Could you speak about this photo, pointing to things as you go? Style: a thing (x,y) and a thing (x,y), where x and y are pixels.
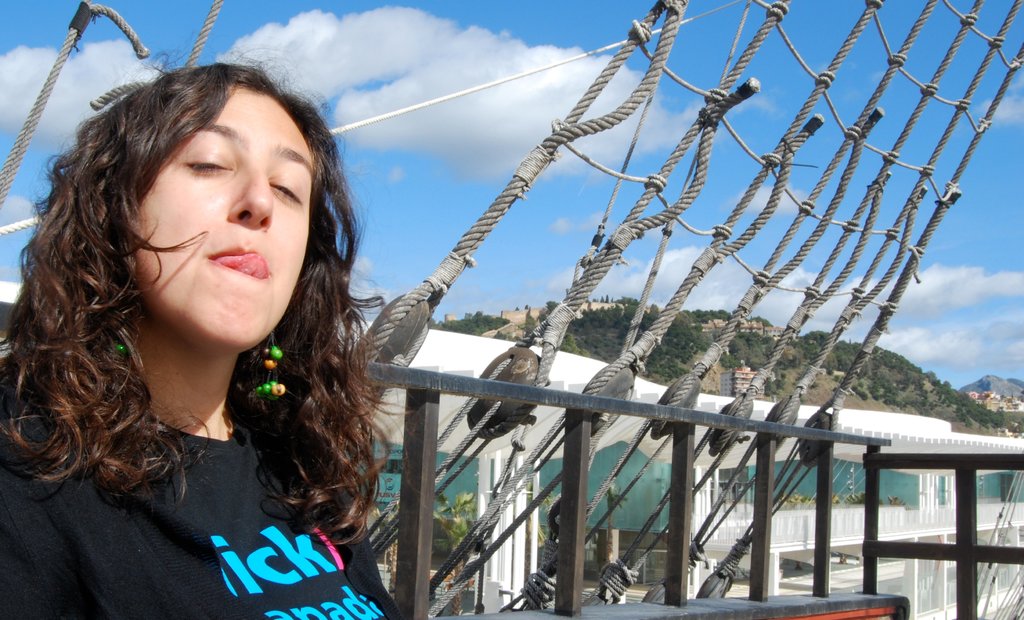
In this image we can see a woman (317,145) on the left side (320,417) and we can see metal rods (769,529) with ropes (606,169) attached to it. In the background (947,512), we can see a building (947,512) and some trees (463,321) and we can also see the mountains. At the top (350,160), we can see the sky (999,14).
